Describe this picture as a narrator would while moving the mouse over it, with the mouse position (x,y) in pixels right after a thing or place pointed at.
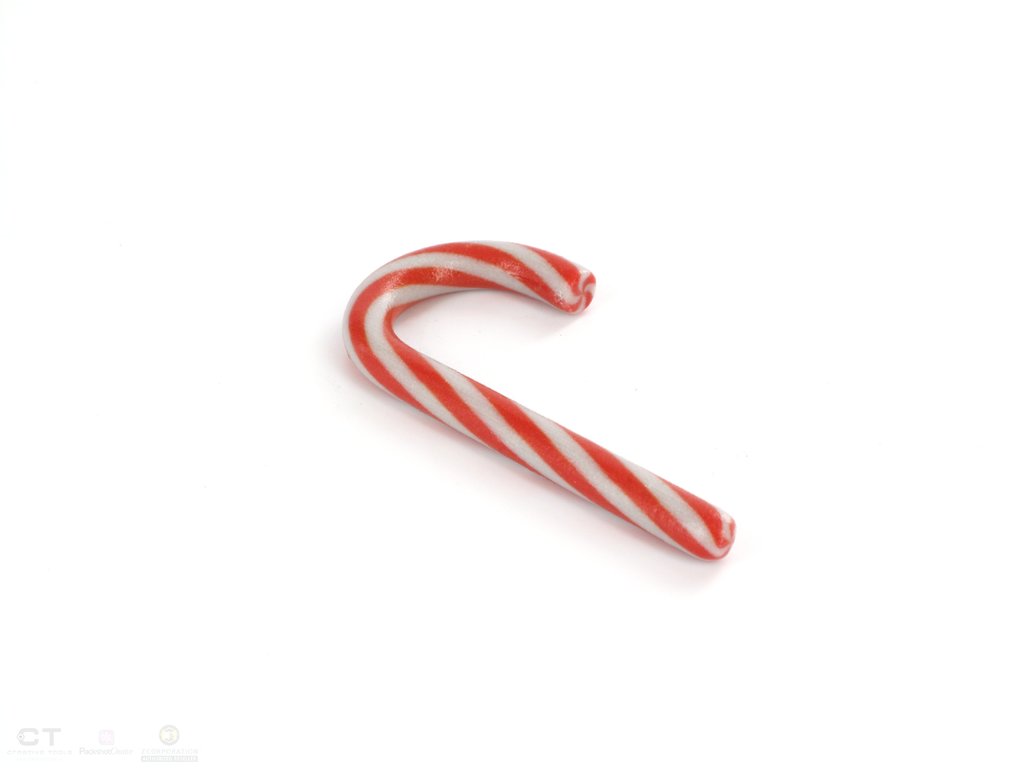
In this image we can see sugar candy (562,474) which is in red and white color.
